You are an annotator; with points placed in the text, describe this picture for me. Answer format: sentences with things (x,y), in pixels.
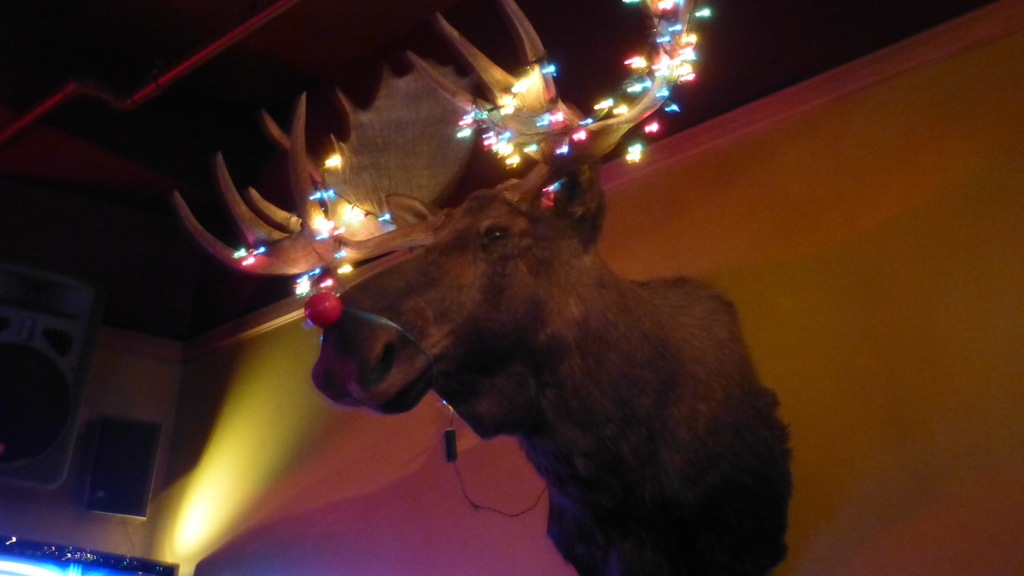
In the image on the wall (398,494) there is a statue (430,374) of an animal (482,285). On the horns (542,165) of the animal (276,243) there are decorative lights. In the background (186,517) there are speakers (149,504), lights (193,506) and some other things (100,574).
